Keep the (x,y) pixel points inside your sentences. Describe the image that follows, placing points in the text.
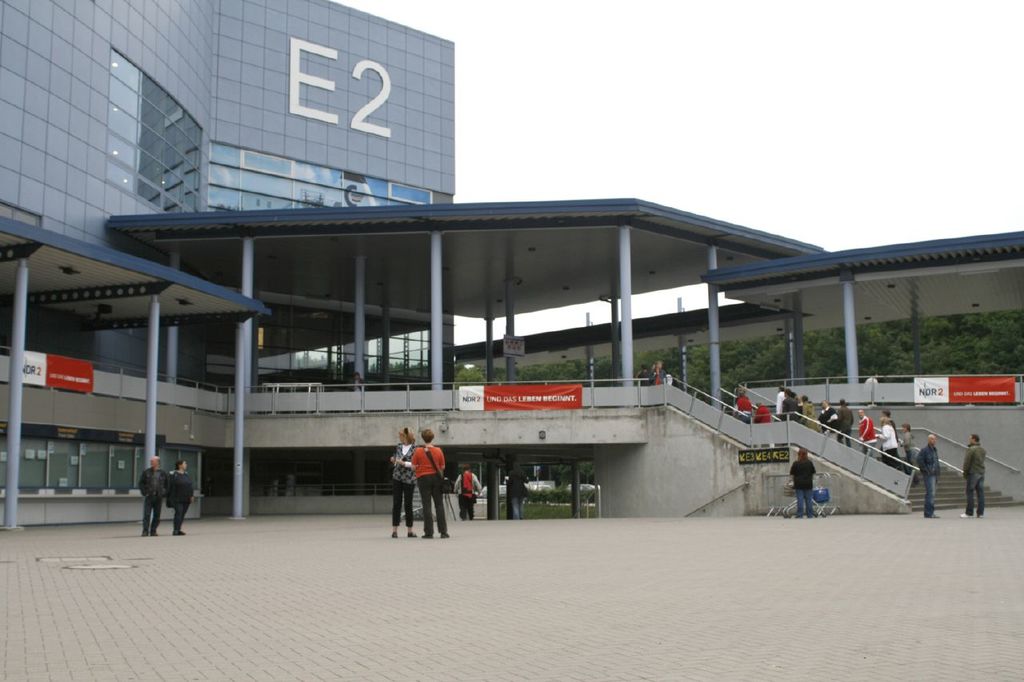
This is an outside view. In the middle of the image (523,273) there is a building (120,480) and few poles (242,463). At the bottom (507,633), I can see the ground (398,615). There are few people (187,500) standing on the ground (421,537). On the right side (908,471) few people (861,439) are walking on the stairs (942,486). In the background (874,348) there are some trees (931,331). At the top of the image (778,72) I can see the sky (620,97).
